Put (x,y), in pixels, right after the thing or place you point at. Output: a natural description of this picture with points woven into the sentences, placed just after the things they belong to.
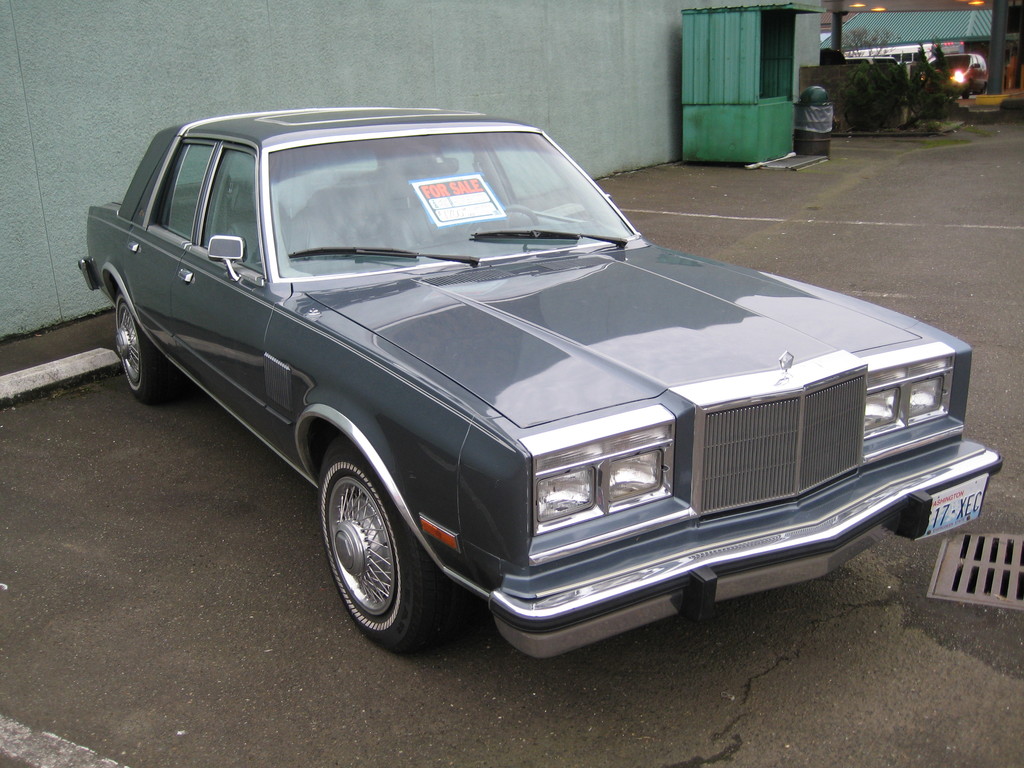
In this image we can see a car (524,322) on the road (904,242), a green color object (742,73) looks like a box (737,61), a wall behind the box (748,106), and an object (826,130) in front of the box (765,127), there are few plants (875,81), poles (1000,44) and a car (970,61) under the shed (923,32).
